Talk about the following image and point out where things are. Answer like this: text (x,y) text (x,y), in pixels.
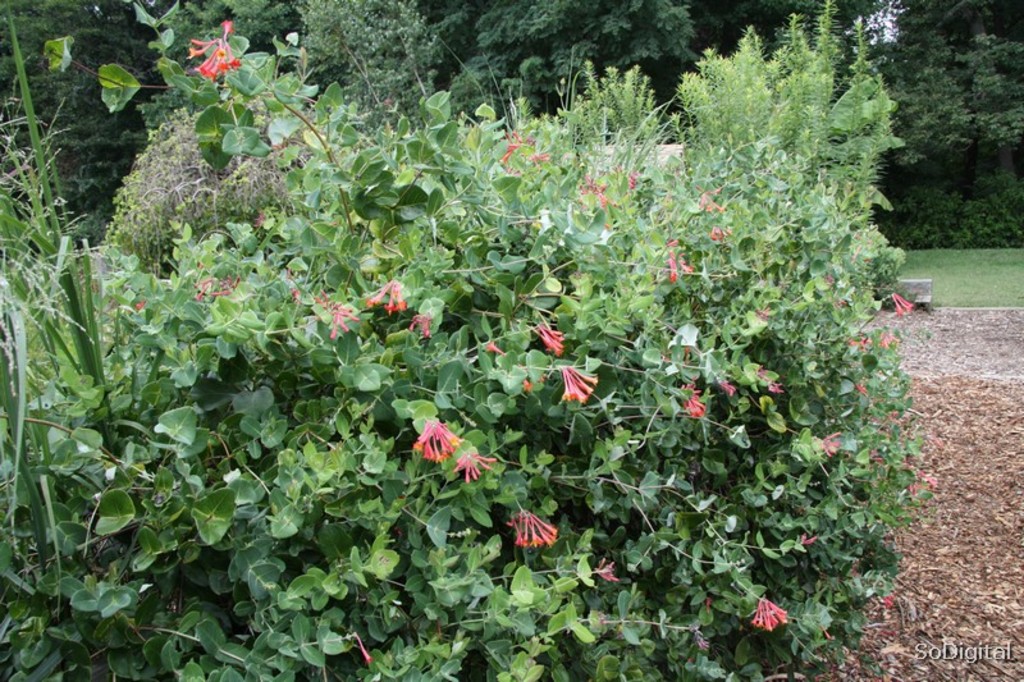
A picture of a garden (336,355). Front there are plants (663,436) with flowers (446,458). Far there are number of trees (646,41). Grass (922,257) is in green color.
